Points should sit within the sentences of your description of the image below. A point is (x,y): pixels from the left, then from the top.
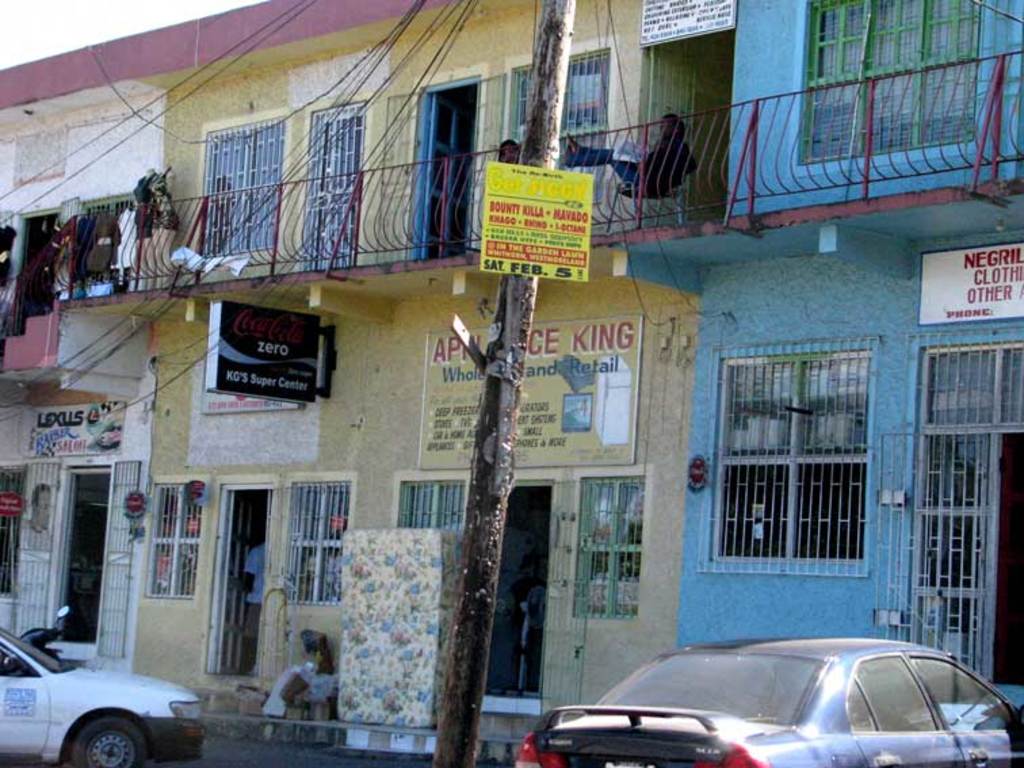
In this image we can see a person (614,158) sitting on a chair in front of an iron railing (642,190) placed on a building (547,492) with windows (607,522) on it. In the foreground of the image (60,710) we can see two cars (100,711) parked on the road (326,766). In the background (531,409) we can see a pole (496,429), sign boards (537,222) and sky (118,19).
